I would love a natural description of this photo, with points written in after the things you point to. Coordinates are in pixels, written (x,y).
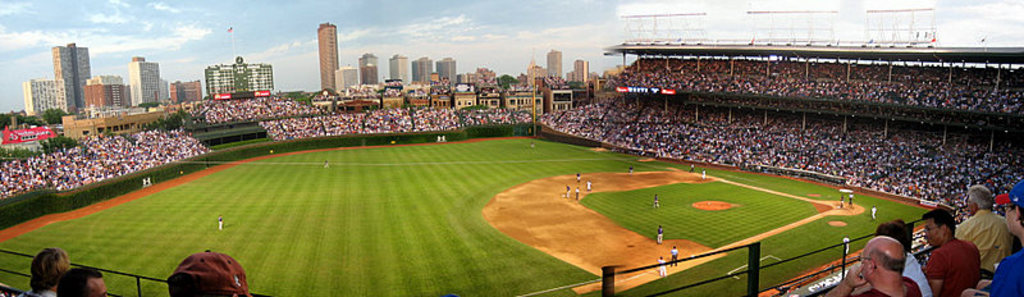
This is an aerial view image of a baseball stadium (351,155), there are many people (717,110) sitting all around the ground (588,179) and there are few people (844,199) playing game on the grass field (606,199) and over the background (563,65) there are buildings (333,79) and above its sky (238,23) with clouds (420,21).
